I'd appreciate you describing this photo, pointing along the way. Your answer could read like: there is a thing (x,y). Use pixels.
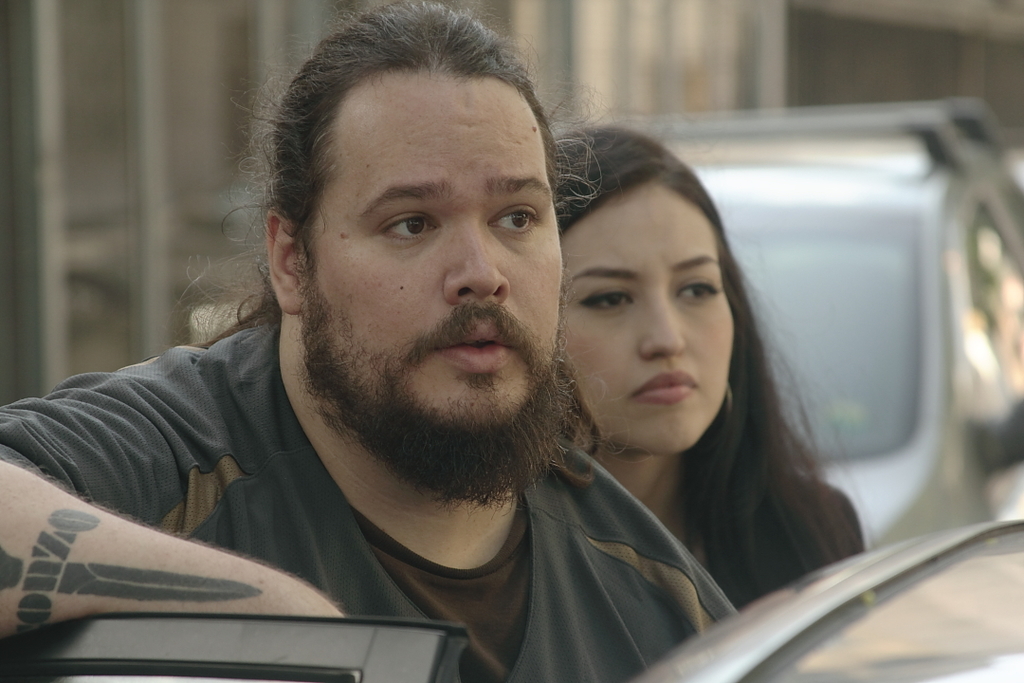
Here we can see a couple of people (263,578) staring at something and behind them we can see a car (909,406).
